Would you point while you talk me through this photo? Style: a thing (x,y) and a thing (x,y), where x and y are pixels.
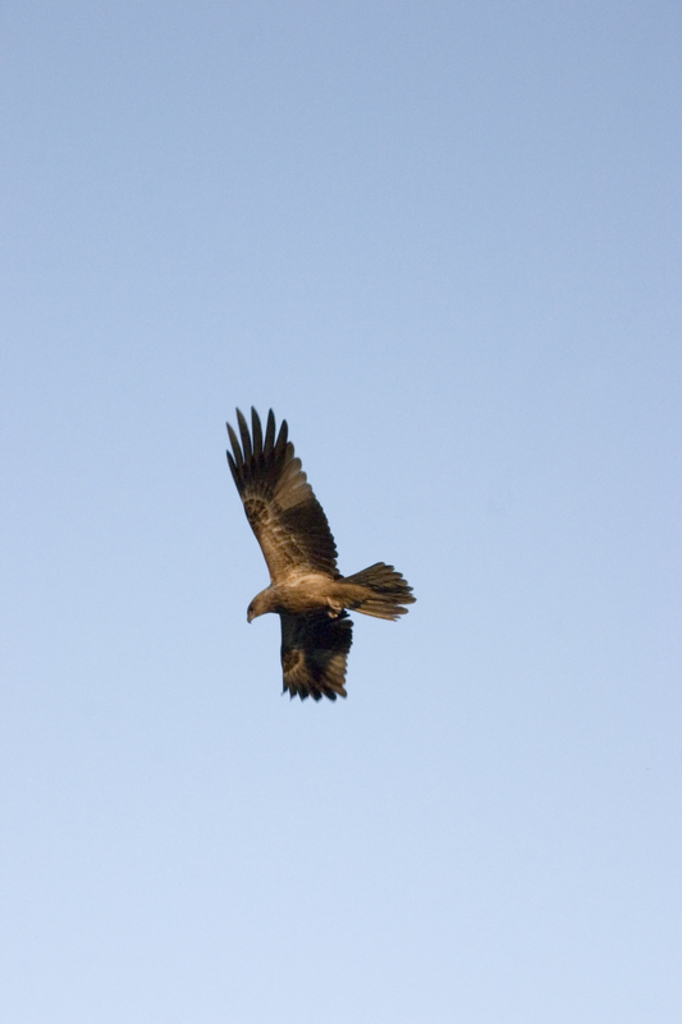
In the middle of this image (301,639), there is a bird (322,620) flying in the air (325,699). In the background (333,281), there is the blue sky (559,380).
